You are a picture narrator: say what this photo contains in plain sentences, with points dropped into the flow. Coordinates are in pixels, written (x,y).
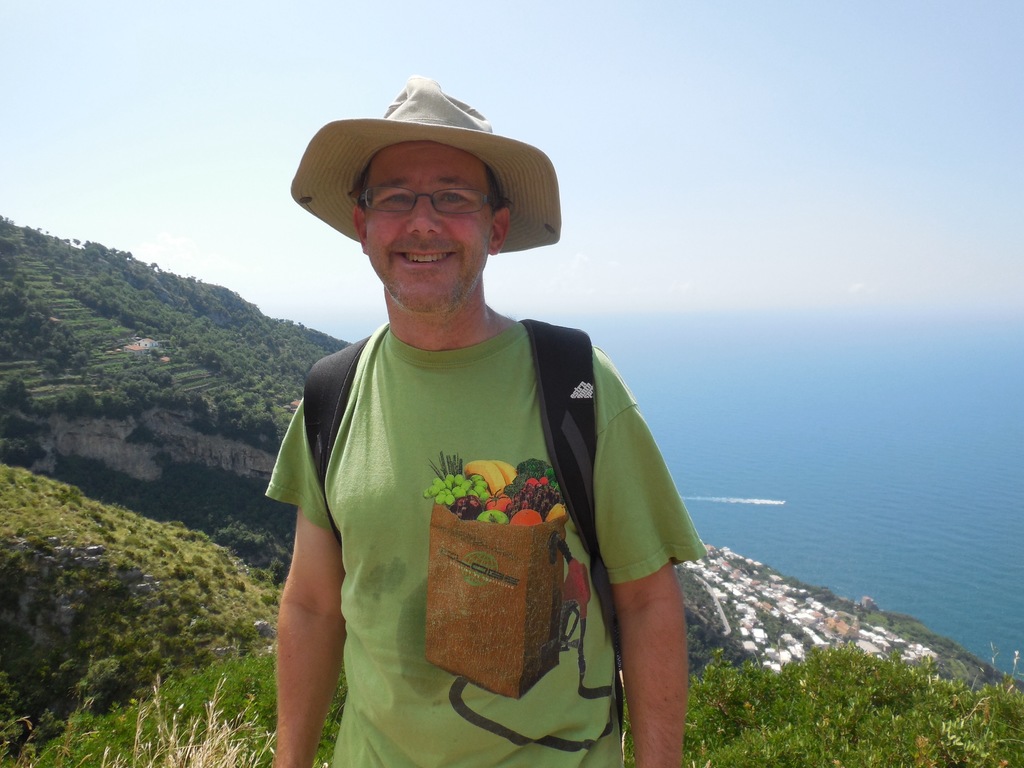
In this picture I can see there is a man (439,593) standing and he is wearing a bag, shirt (455,450), hat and spectacles (481,204) and there is an ocean (848,560) at right side (931,583) and there is a mountain (182,411) in the backdrop (113,449) and it is covered with trees (86,365) and there are few buildings (739,556) on the right side (745,608) and the sky (787,213) is clear.
